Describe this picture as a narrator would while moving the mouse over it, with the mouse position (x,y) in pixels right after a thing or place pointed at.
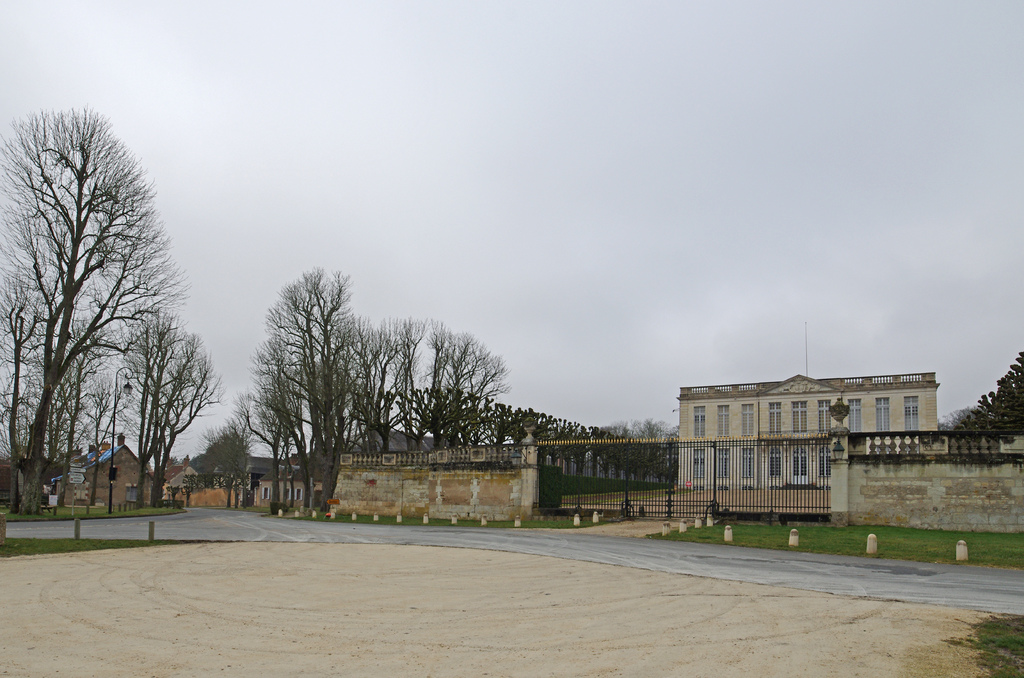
There is a 3 way road (97,532). There are buildings (130,466) and trees (235,452). There is a gate (604,496) on the right (716,444). There is sky (685,127) at the top (656,117).
